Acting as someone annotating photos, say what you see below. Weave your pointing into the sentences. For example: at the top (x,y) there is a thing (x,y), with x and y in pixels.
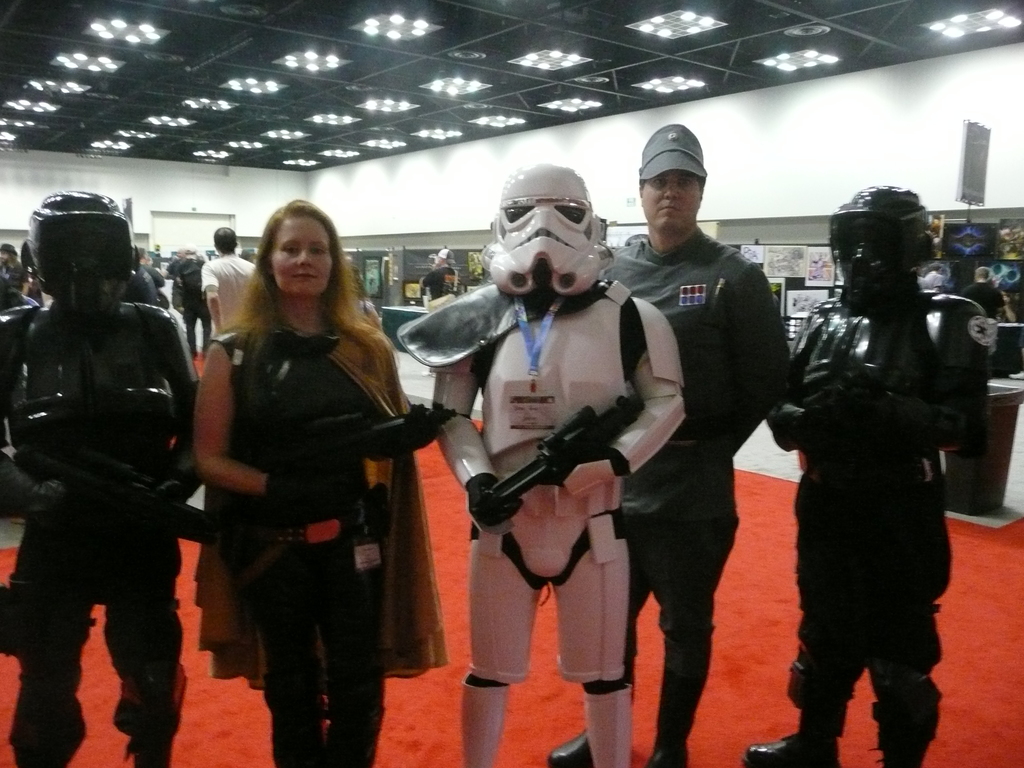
In this image, we can see persons (236,249) and persons (893,385) in costumes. There are lights (477,122) at the top of the image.
